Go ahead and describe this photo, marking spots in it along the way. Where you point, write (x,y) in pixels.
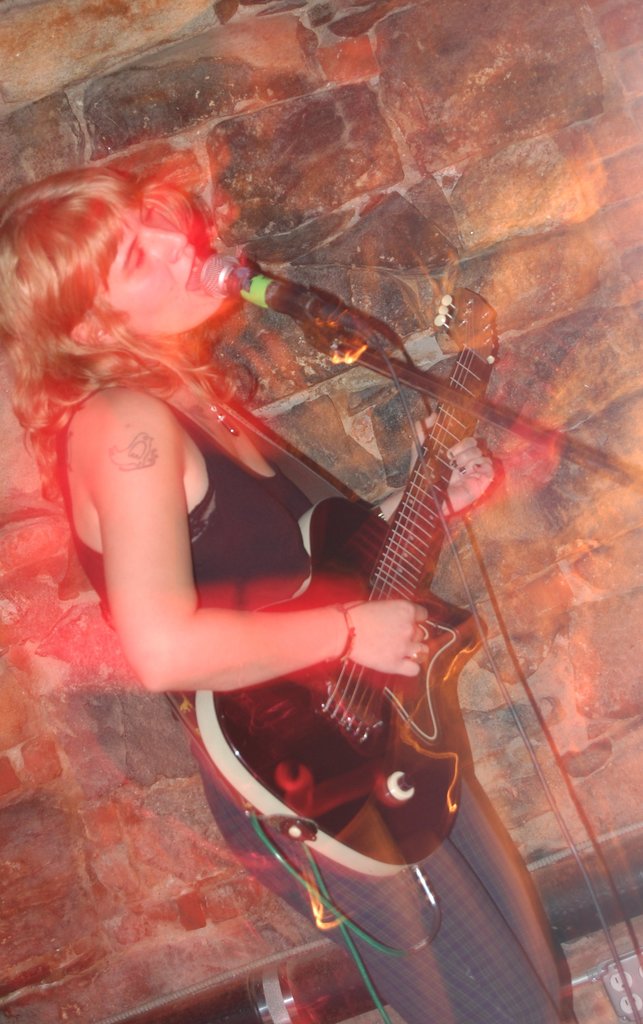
In this picture there is a woman (188,548) who is standing and playing a guitar (353,584). She is also singing.
